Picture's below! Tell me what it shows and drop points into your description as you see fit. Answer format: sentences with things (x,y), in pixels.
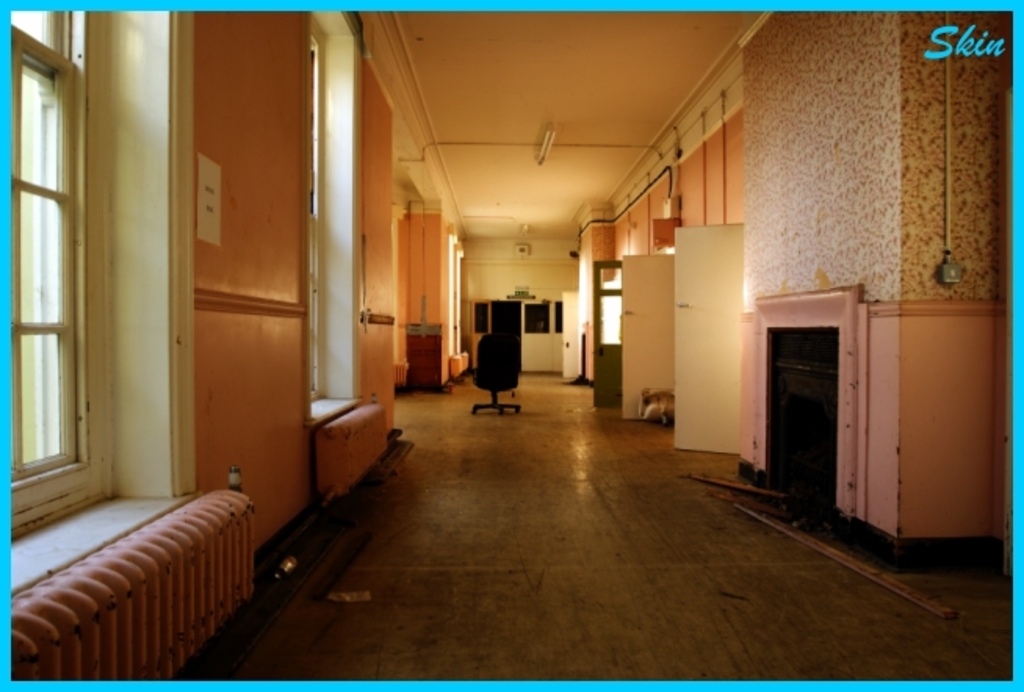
In this image we can see the windows (336,330), doors (646,325), wall (529,276), fireplace (842,355) and also a chair (496,389) on the floor (531,463). We can also see the lights (553,138) attached to the ceiling (505,107). In the top right corner (999,42) we can see the text (941,33) and the image has blue color borders (1016,25).
